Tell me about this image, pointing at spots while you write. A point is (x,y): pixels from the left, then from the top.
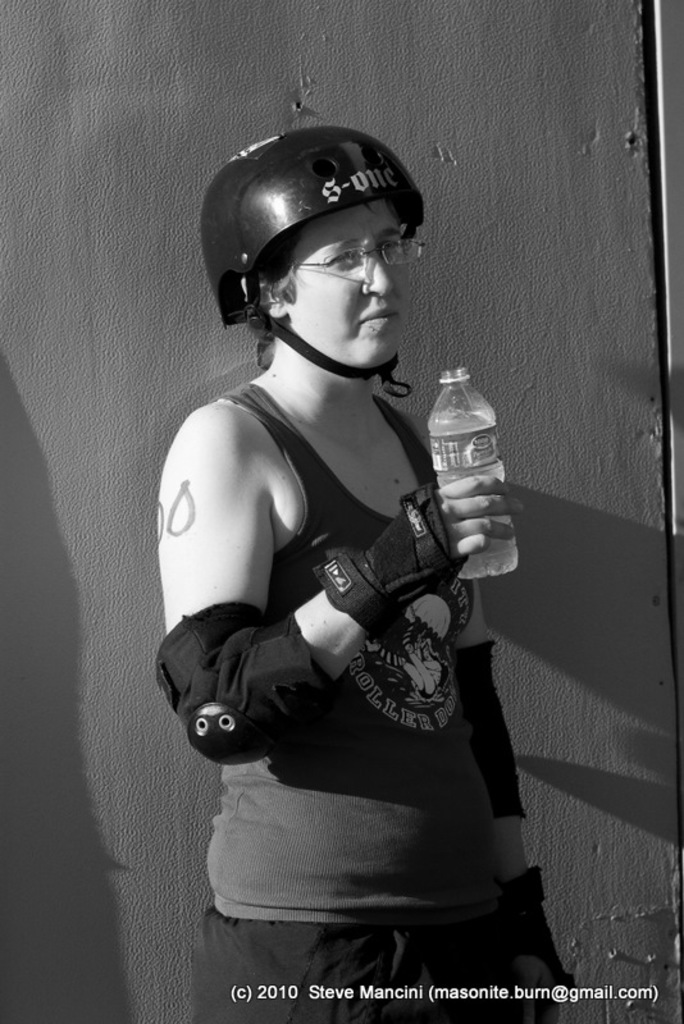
In this Picture we can see girl (287,272) a Wearing Helmet (324,199), Sando top (301,559), gloves (374,587) and elbow pad (232,736) on her arm (339,664) and Holding water bottle (479,437) in the right hand (464,493) standing in front of the wall (198,166).
